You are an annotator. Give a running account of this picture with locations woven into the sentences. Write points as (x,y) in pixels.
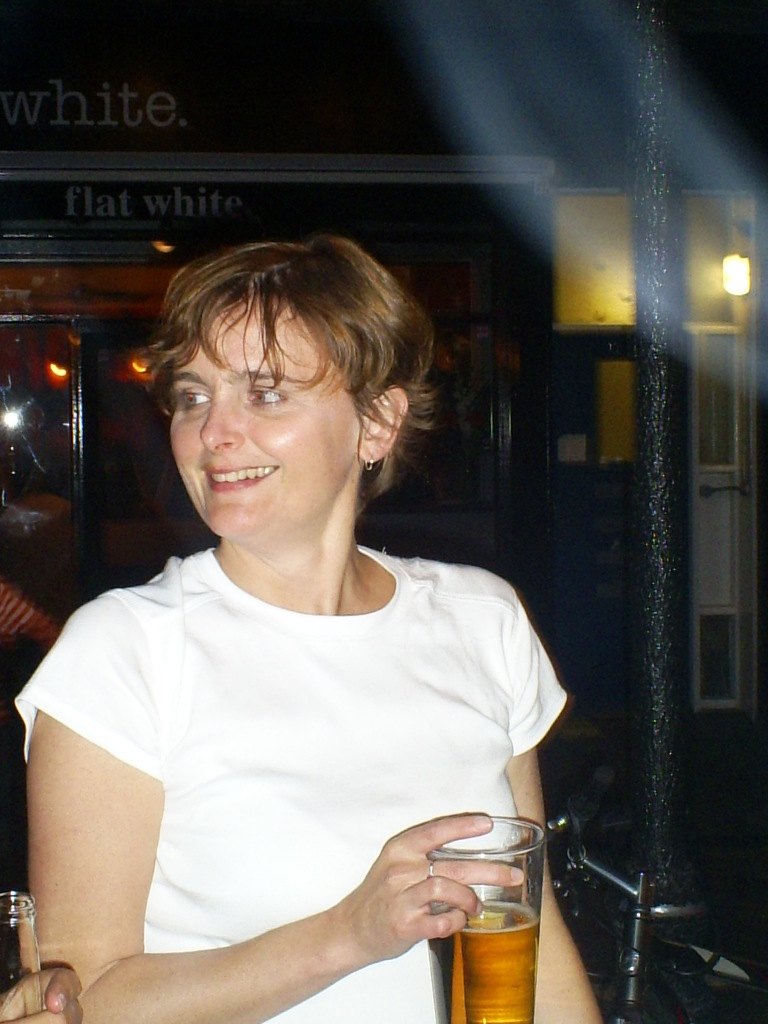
There is a woman (557,965) in the center (508,656). She is holding a glass (533,968) of beer (502,1018) in her right hand (464,829) and she is smiling.
